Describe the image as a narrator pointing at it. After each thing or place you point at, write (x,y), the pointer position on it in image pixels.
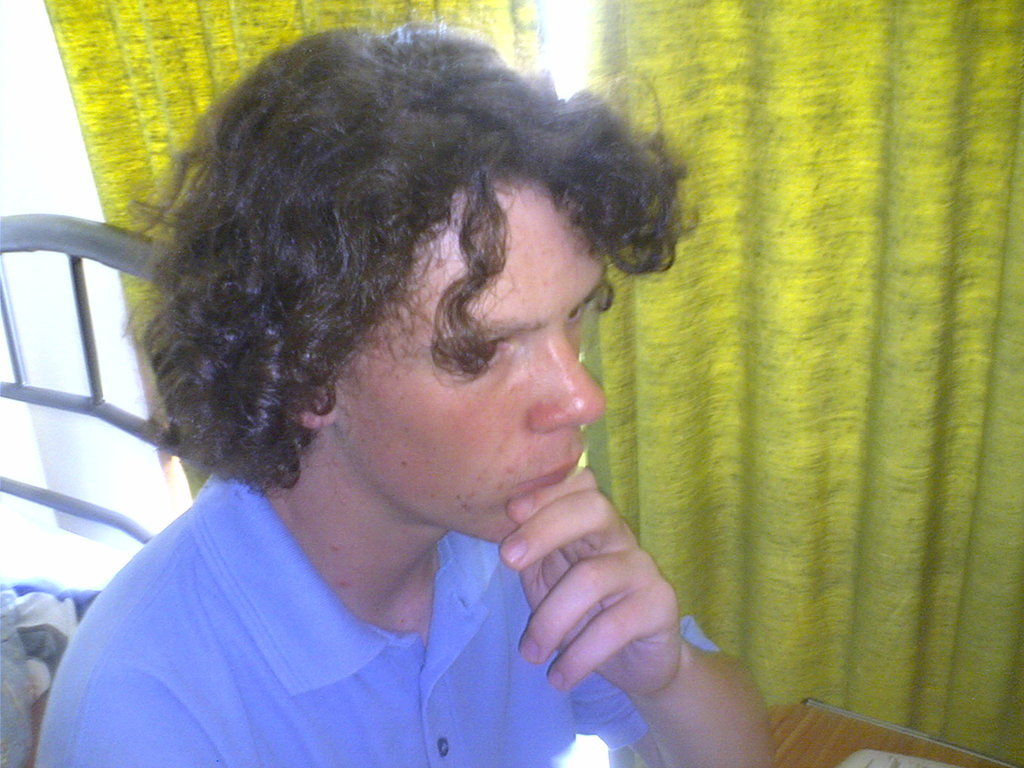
In this picture we can see a person (448,552) in the front (441,545), it looks like a table (829,720) at the right bottom (813,720), there are curtains (213,58) in the background (921,95).
